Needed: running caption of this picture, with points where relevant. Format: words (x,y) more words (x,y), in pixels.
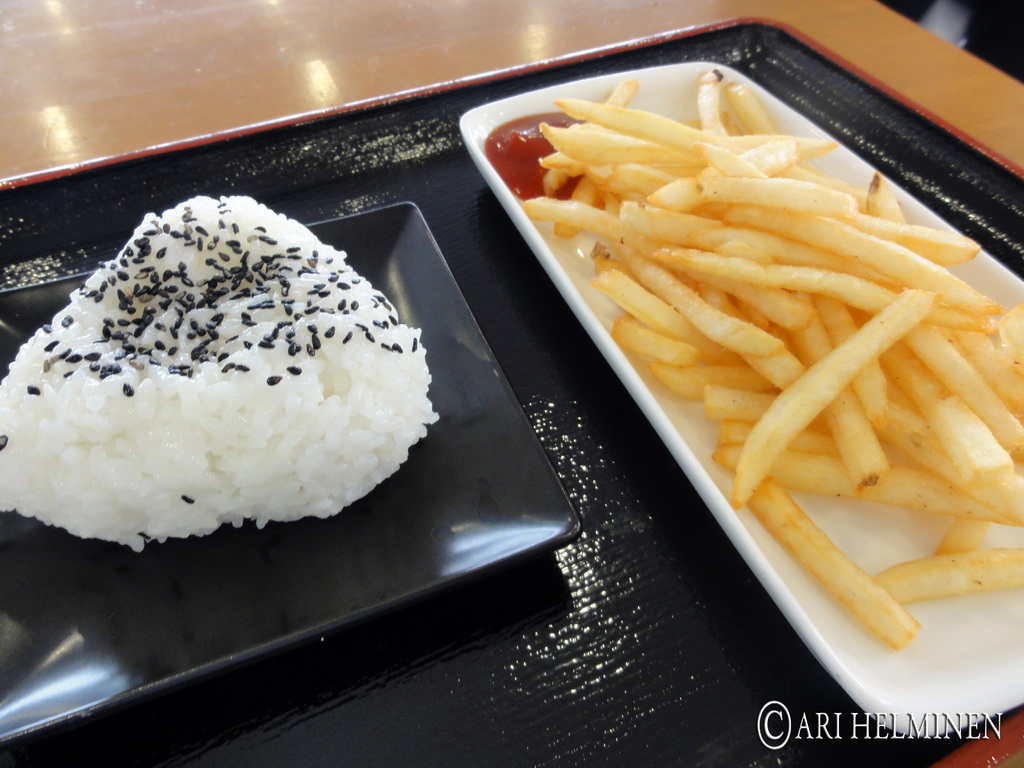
In this image we can see a tray (525,371) on the table (243,122) and there are two plates (308,535) with food items (602,276) on the tray (736,623).
